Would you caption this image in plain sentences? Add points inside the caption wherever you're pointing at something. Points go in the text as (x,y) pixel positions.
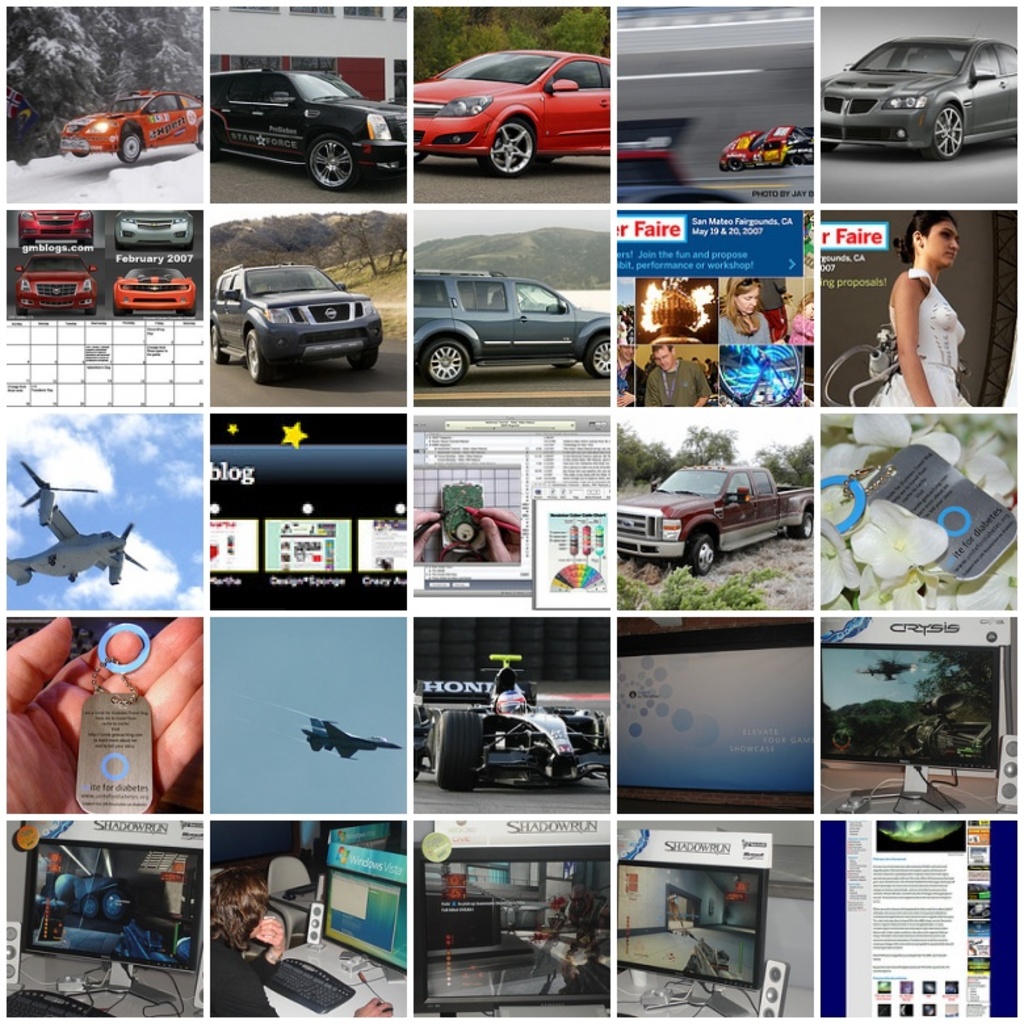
In this image I can see a few cars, aeroplanes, keychain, television (89,909), keyboard (340,993), system (357,900), mouse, speaker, papers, screen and few people (785,298). They are in different color. The sky (168,517) is in blue and white color. It is a collage image.
